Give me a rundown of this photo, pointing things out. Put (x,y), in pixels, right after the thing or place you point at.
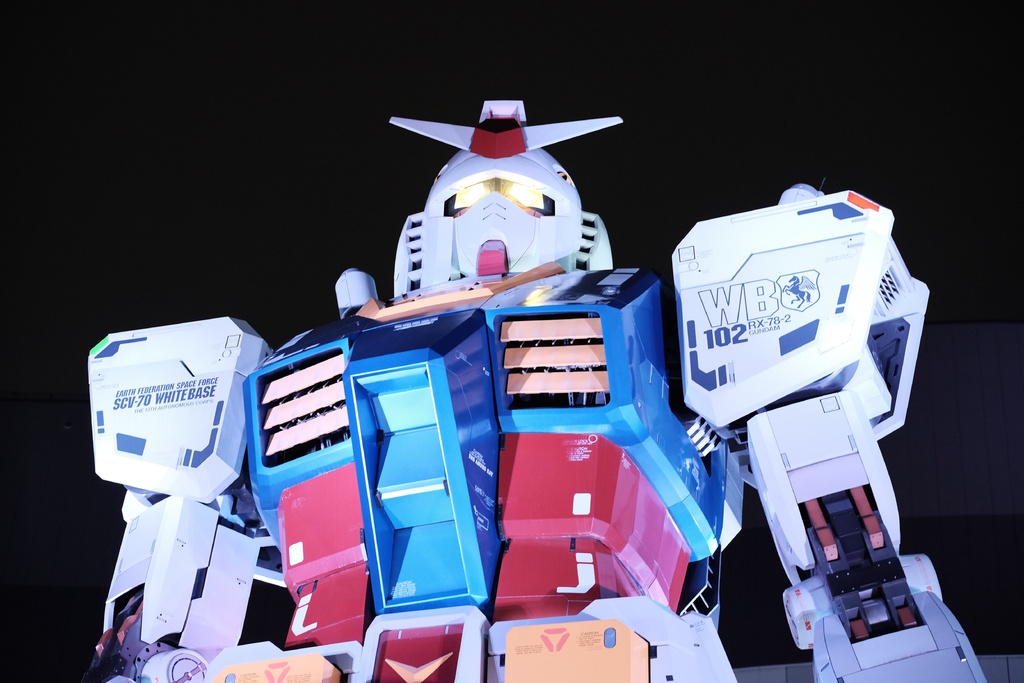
In this picture we can see a robot (712,241). Background (52,135) is black in color.
